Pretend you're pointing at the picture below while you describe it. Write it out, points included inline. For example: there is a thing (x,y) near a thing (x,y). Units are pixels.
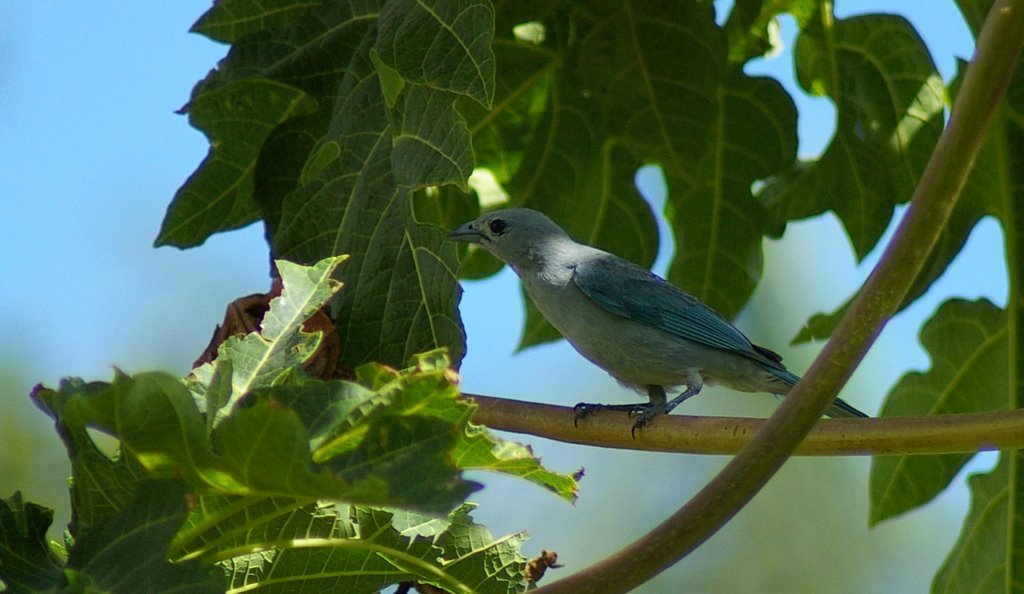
In this image there is a bird (673,357) on a tree (422,414).
